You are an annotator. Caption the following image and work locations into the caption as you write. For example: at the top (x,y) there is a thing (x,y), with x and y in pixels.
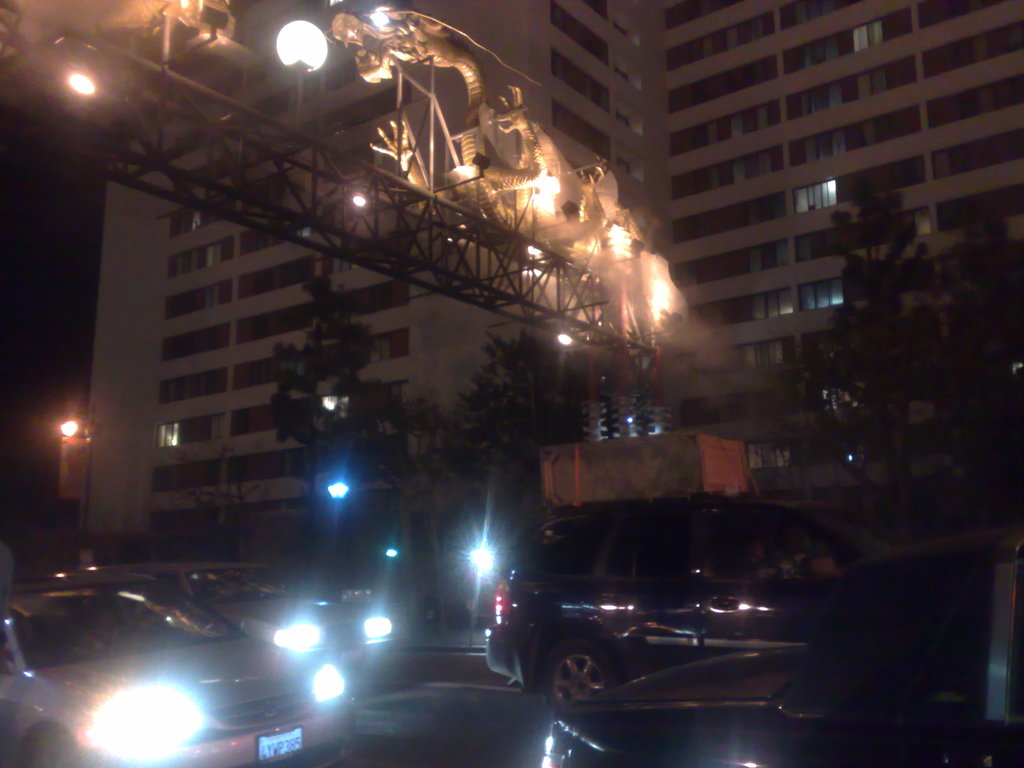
In this picture we can see vehicles (204,734) are on the road (384,705), up we can see bridge (309,224), side we can see some buildings (762,39), trees (988,301).
